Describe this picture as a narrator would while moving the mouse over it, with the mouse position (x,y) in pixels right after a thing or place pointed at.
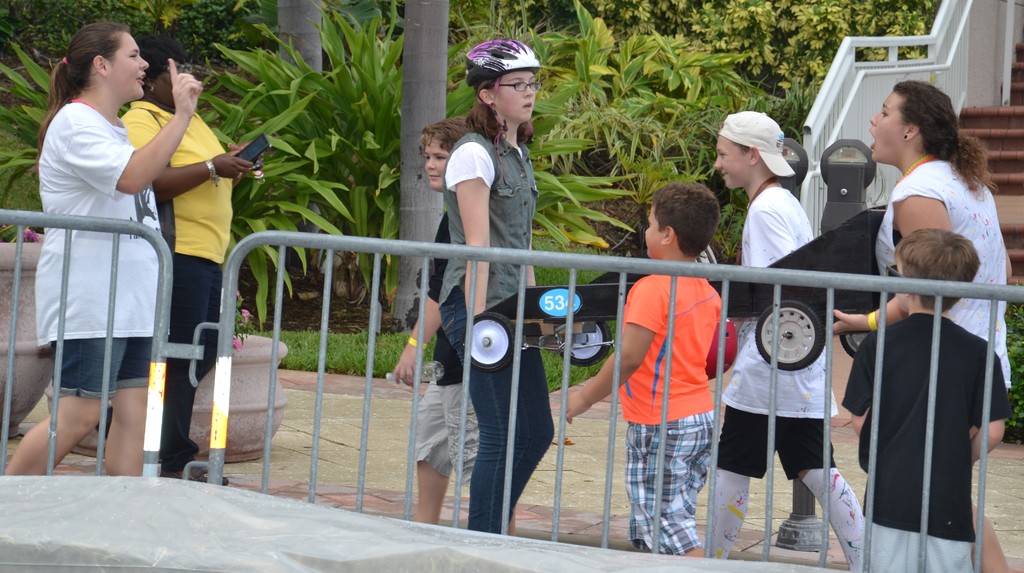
In the picture I can see people (42,269) among them some are holding objects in hands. In the background (400,160) I can see trees (412,183), plants (386,142), the grass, steps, fence (162,366), plant pots (234,363) and some other objects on the ground (313,397).
